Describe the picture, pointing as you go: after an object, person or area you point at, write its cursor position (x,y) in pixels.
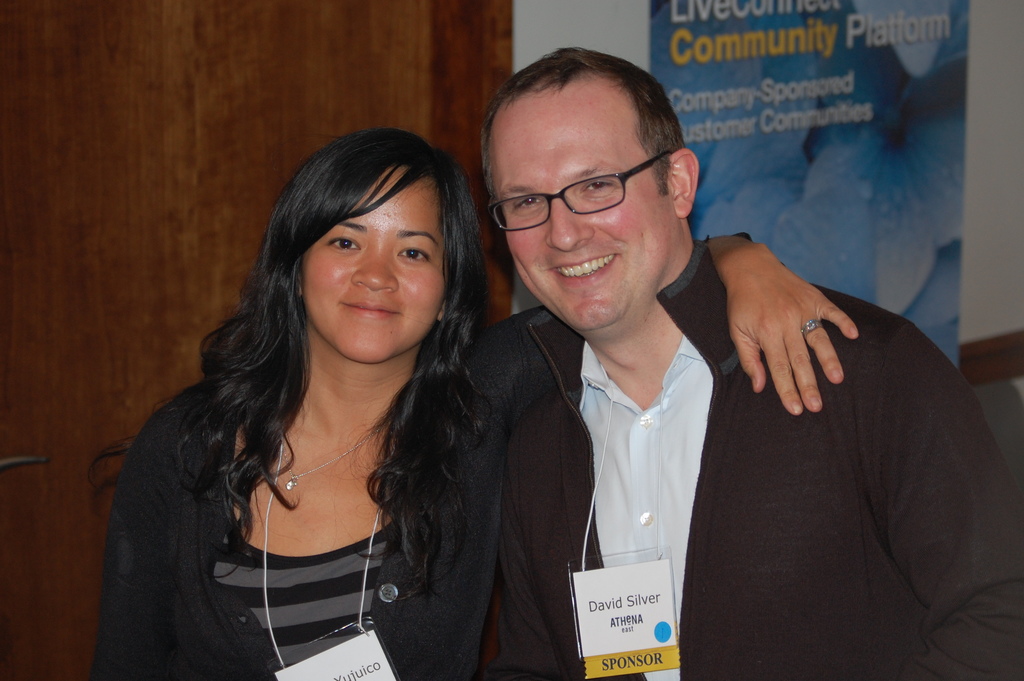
In the center of the image (602,439) we can see two persons (708,476) are in different costumes (784,543) and they are smiling. Among them, we can see one person (723,417) is wearing glasses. In the background (320,60) there is a wall (364,67) and a banner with some text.
